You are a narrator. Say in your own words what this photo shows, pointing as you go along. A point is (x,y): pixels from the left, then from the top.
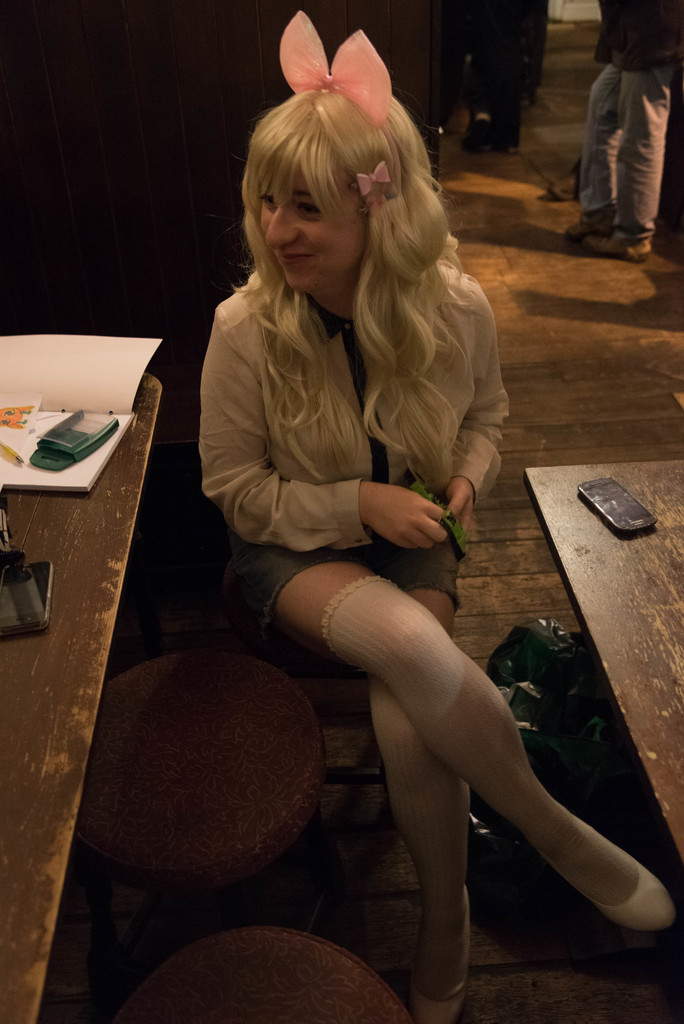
In this picture, we see a girl (325,410) wearing white shirt (356,515) is sitting on stool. Beside her, we see a table (68,562) on which book (76,396), pencil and a box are placed on it and we see a mobile phone (642,518) which is placed on the table (586,584) on the right corner of the picture (622,591). On the right top of the picture (574,167). we see man (623,185) standing.
